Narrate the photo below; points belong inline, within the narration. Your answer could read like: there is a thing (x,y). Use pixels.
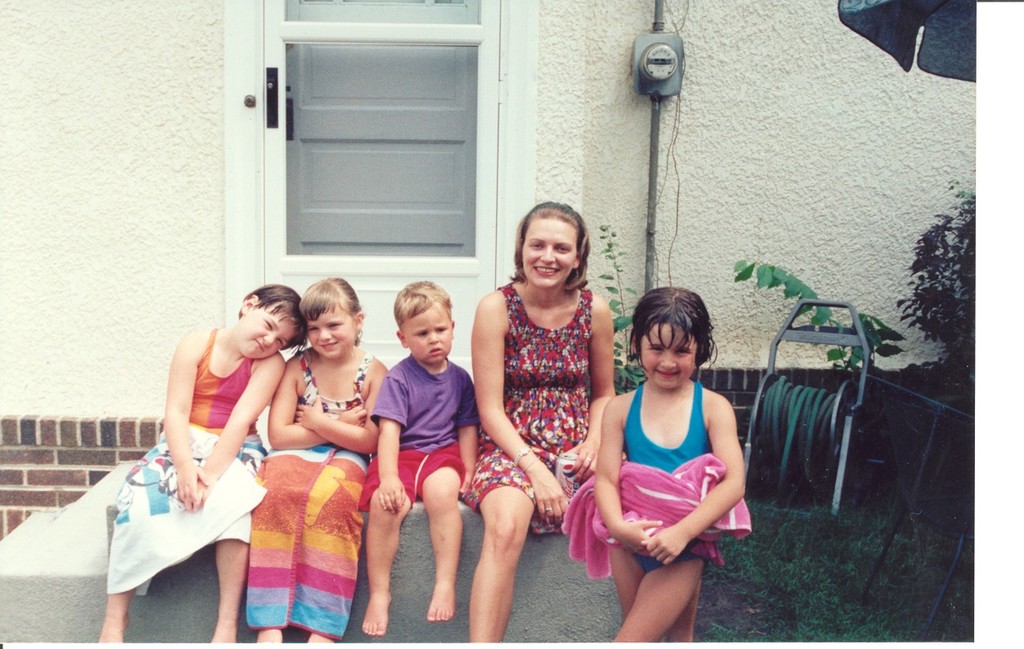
On the left side (333,375), there are three children (444,345) and a woman (558,301) sitting. On the right side (694,571), there is a girl (648,306) holding a towel (711,463), there is grass (910,631) and a pipe (777,410). In the background (902,267), there are plants (934,236), a wall (47,224) of a building (89,189) which is having a door (353,146).
